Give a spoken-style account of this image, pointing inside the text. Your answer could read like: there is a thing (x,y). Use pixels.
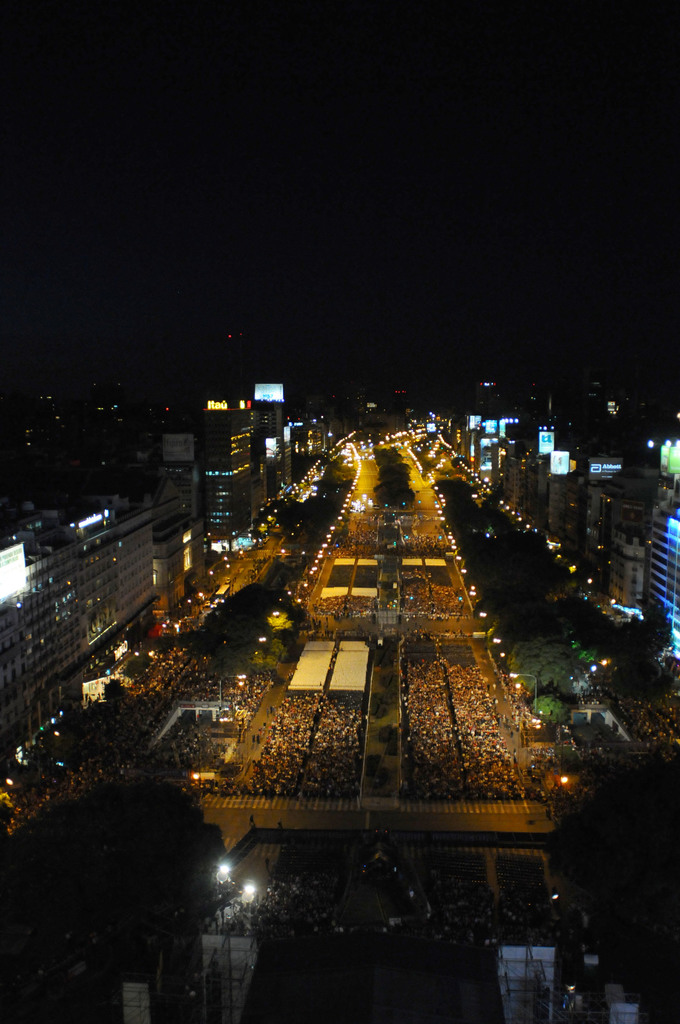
In this picture we can see buildings (126,583), lights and in the background (424,261) we can see it is dark.
